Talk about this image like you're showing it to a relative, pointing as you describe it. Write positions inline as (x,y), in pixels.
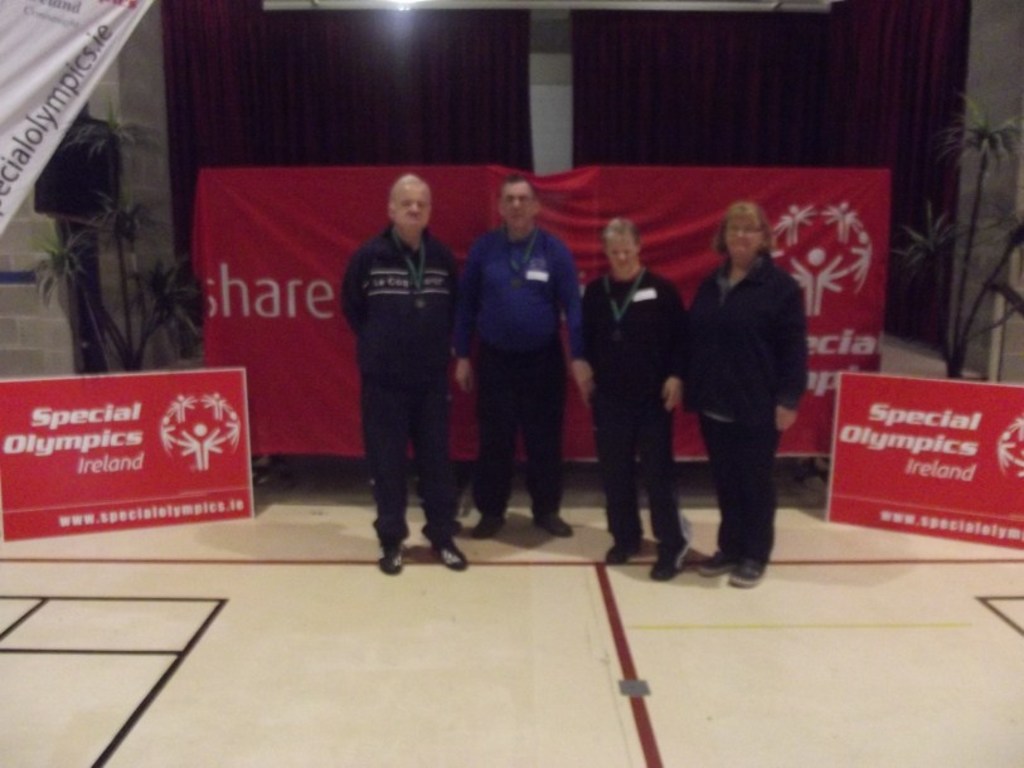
In this image we can see a group of persons (382,296) are standing on the floor (278,641), at back (576,203) here is the banner (820,314), it is in red color, here is the plant (990,172), here is the light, here is the wall (4,270).
